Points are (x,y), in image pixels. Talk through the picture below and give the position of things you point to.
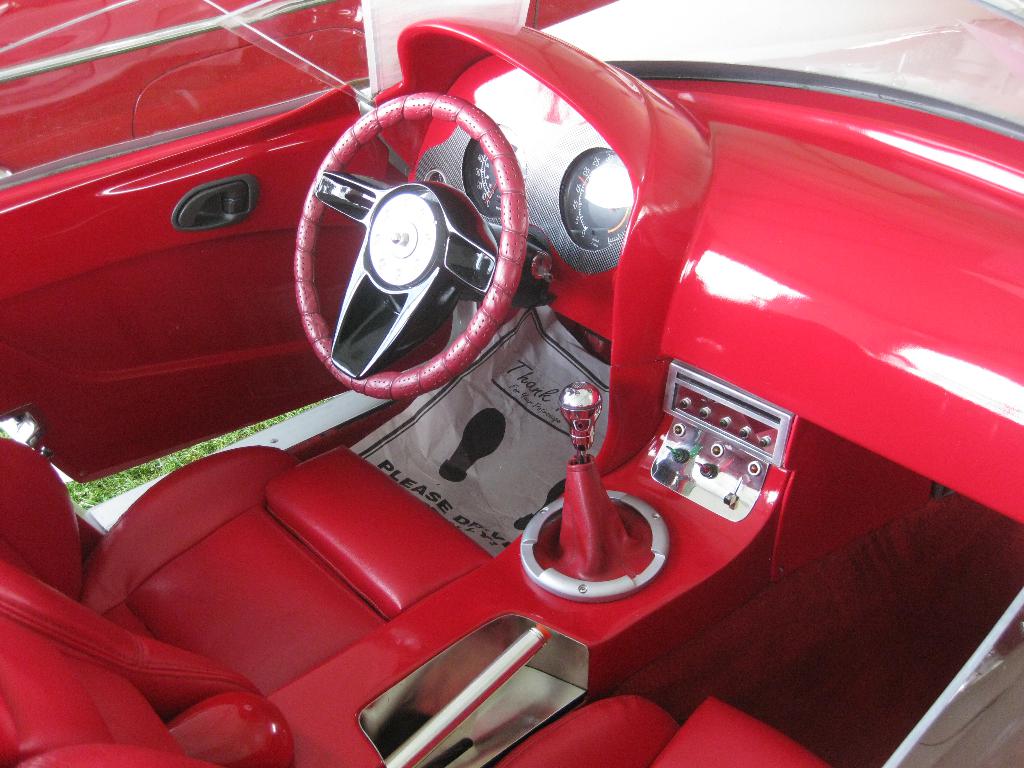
In this image I can see the red color car (287,295). Inside the car (356,478) I can see the steering (353,383), gear rod (644,568) and the seats (312,649). To the left (117,482) I can see the grass (114,474) and the door (157,212) of the car (103,287).
